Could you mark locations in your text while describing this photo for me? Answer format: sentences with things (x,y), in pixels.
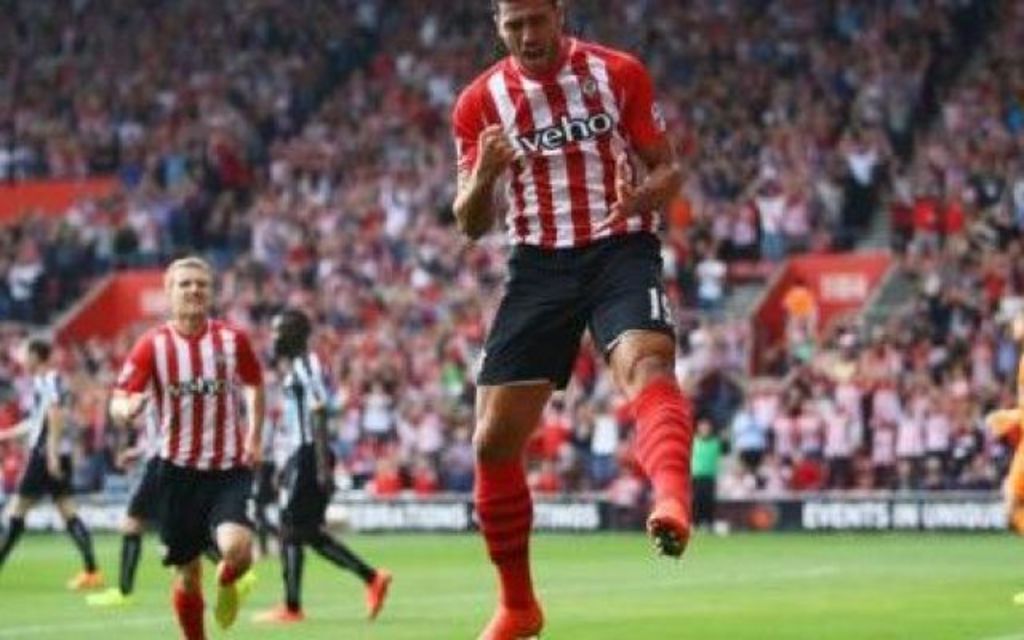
In this image, we can see people (311,358) on the ground (212,569) and in the background (281,102), there is a crowd (697,130) and we can see some boards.
